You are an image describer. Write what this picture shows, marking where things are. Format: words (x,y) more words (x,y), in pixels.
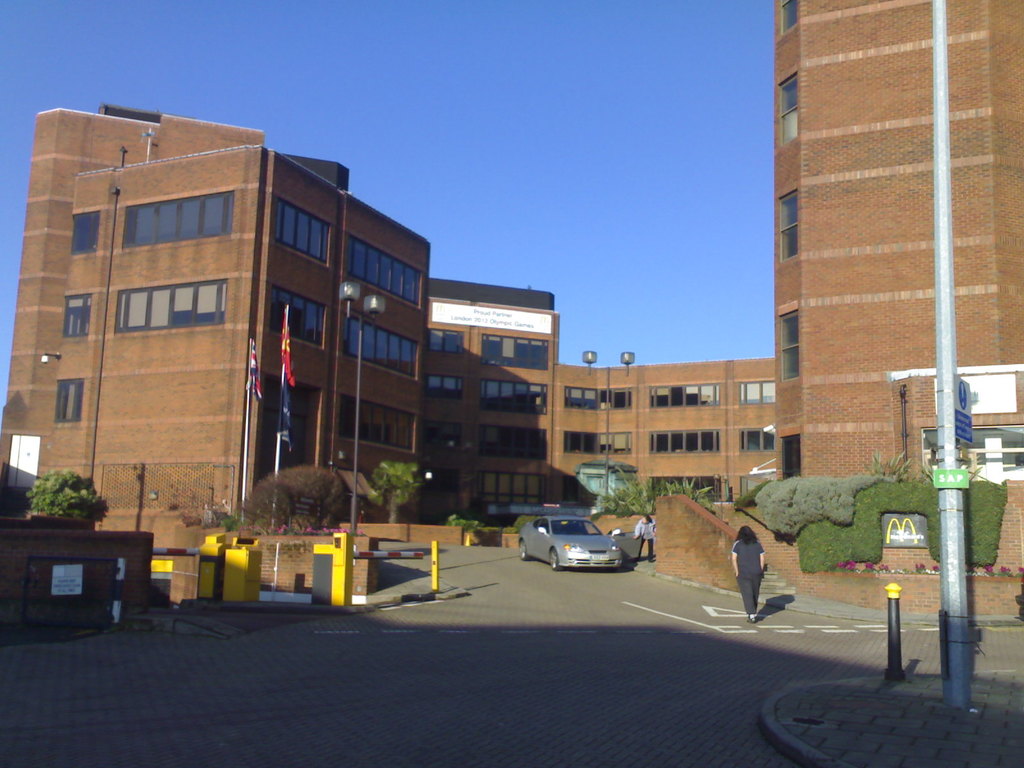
In this image in the center (523,401) there are buildings (352,370) and also there are some poles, flags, and some people (639,523) are walking and there is a car (576,544) in the center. And there is grass (941,521) and some plants (987,505), and on the left side (257,582) there are some objects (244,562) and board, at the bottom (318,681) there is road (712,708) and at the top (479,143) there is sky (467,255). On the right side (943,123) there is one pole (949,392) and boards (915,532).
